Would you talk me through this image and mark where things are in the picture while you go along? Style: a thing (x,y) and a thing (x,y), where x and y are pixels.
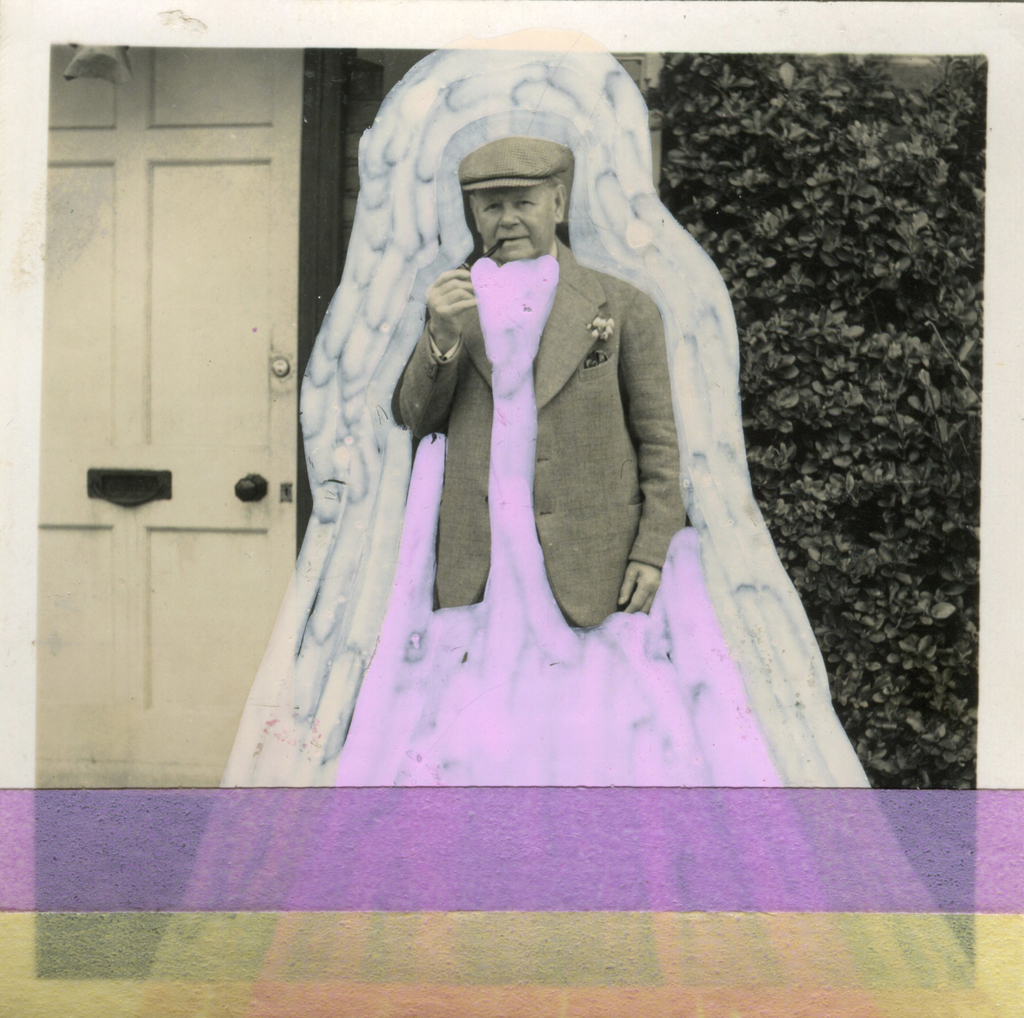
In this picture we can see a person (467,330) wearing a blazer (467,330), cap (533,170) and holding an object (484,253) with his hand (443,338) and in the background (238,433) we can see trees (772,367), door (101,313) and some objects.
